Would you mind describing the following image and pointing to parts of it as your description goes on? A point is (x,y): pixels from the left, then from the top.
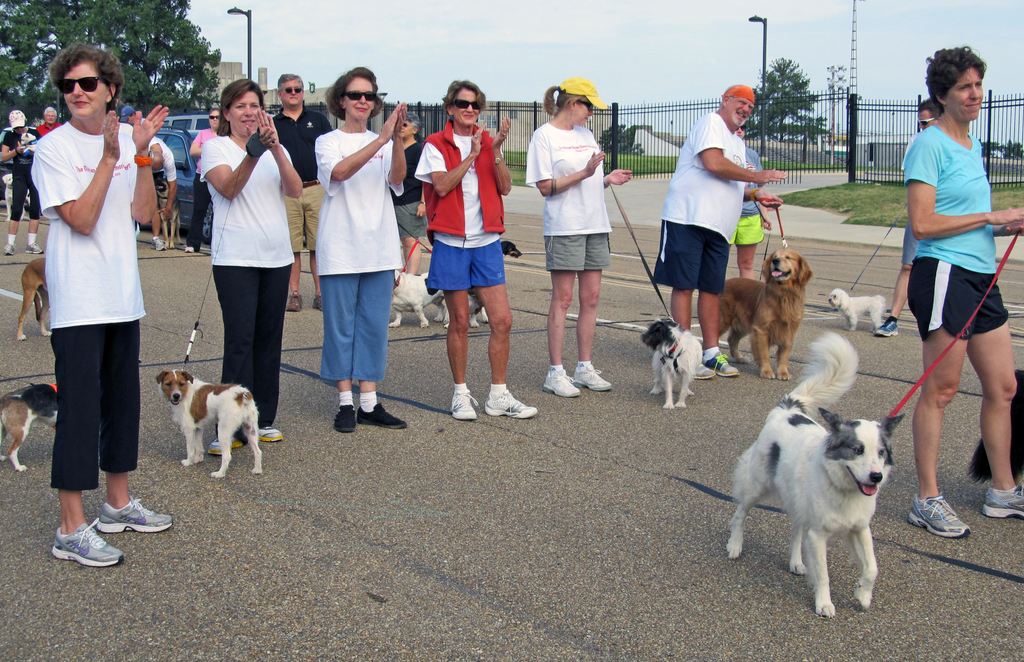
In the image we can see there are people (455,229) standing on the road (610,351) and they are holding the ropes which are tied around the neck (801,295) of their dogs (764,298). Behind there are vehicles (176,148) parked on the road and there are trees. The ground (814,186) is covered with asphalt (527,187).
